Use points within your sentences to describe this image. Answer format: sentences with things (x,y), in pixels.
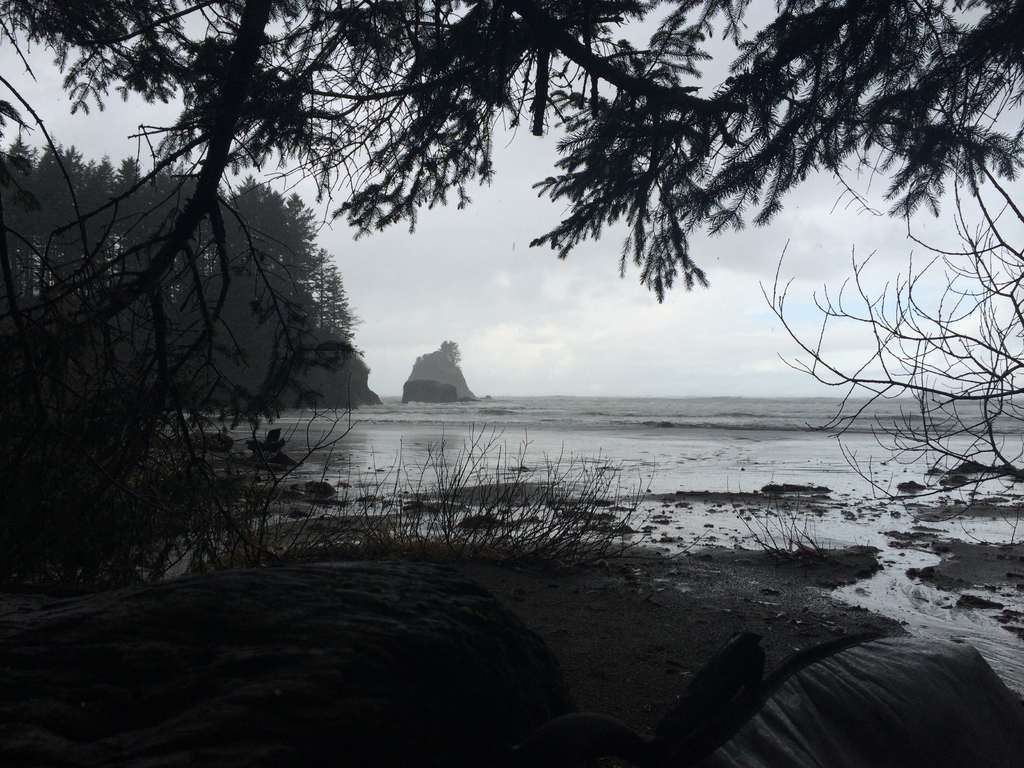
In this image there is sky (586,260), there is mountain (432,372), there is sea (623,442), there are trees (438,63), there are plants (169,475).
